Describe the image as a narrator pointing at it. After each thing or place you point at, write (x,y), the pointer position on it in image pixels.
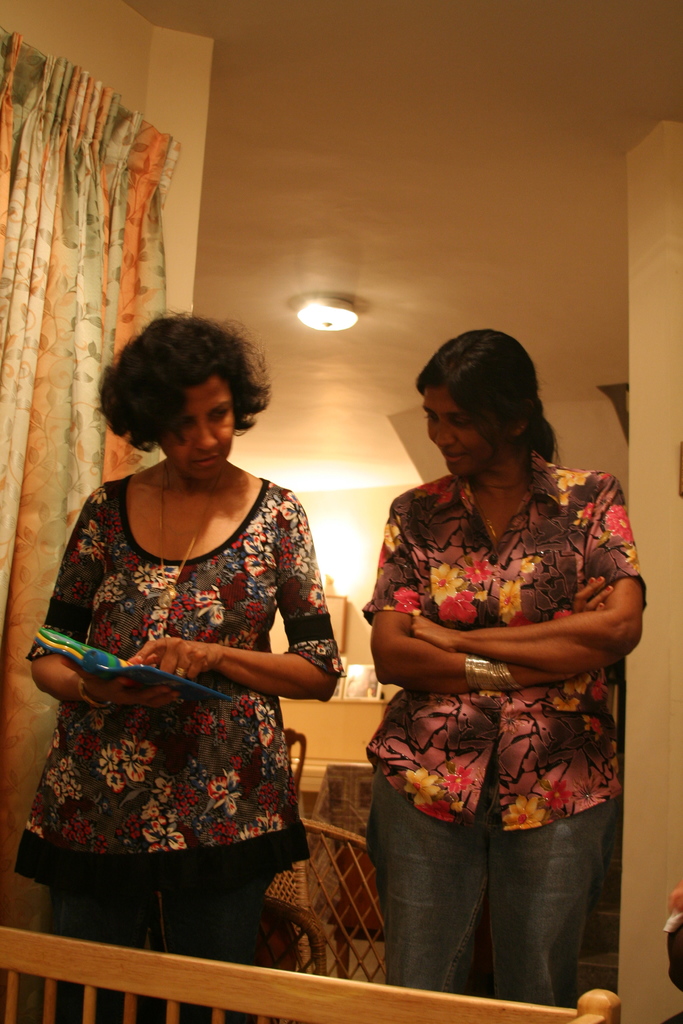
In this image, we can see people (204,584) and one of them is holding a book (139,671). In the background (365,902), we can see some objects (361,893) and there is a railing (70,966), a curtain (75,200) and there is a light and a wall (358,636).
